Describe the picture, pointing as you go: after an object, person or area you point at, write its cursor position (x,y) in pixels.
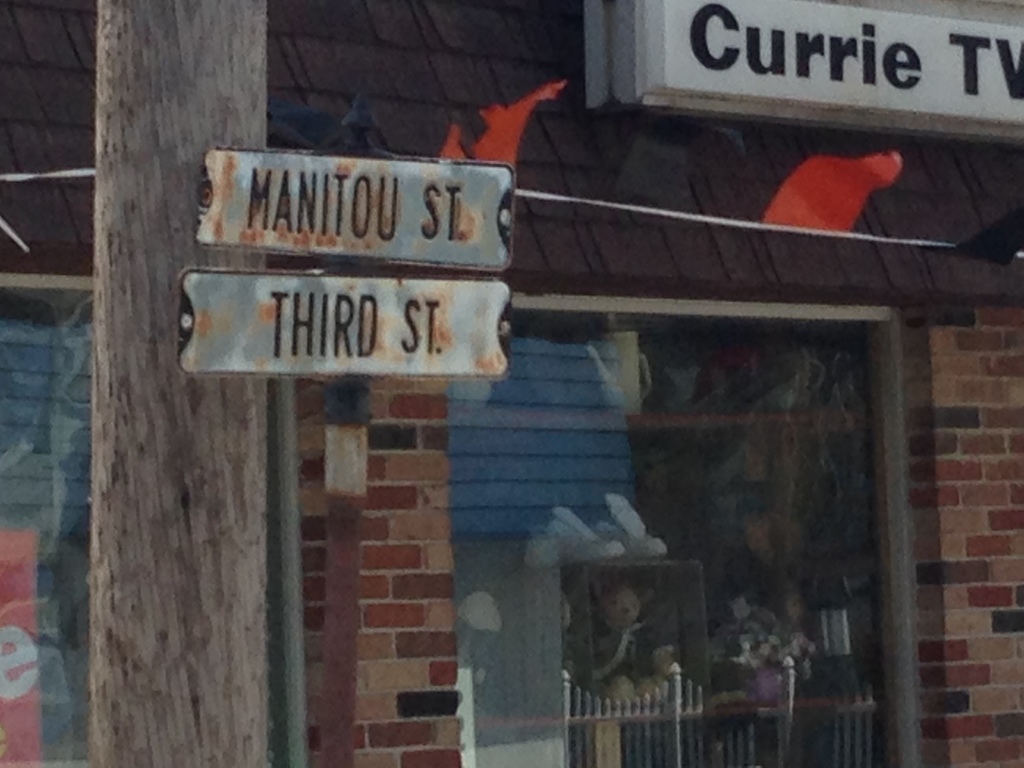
In this picture we can observe two boards (333,213) fixed to this grey color pole (142,48) on the left side (168,599). We can observe white color board (729,71) fixed to the wall (523,55) of this building (619,154). In the background (527,488) there is a building (732,487).
